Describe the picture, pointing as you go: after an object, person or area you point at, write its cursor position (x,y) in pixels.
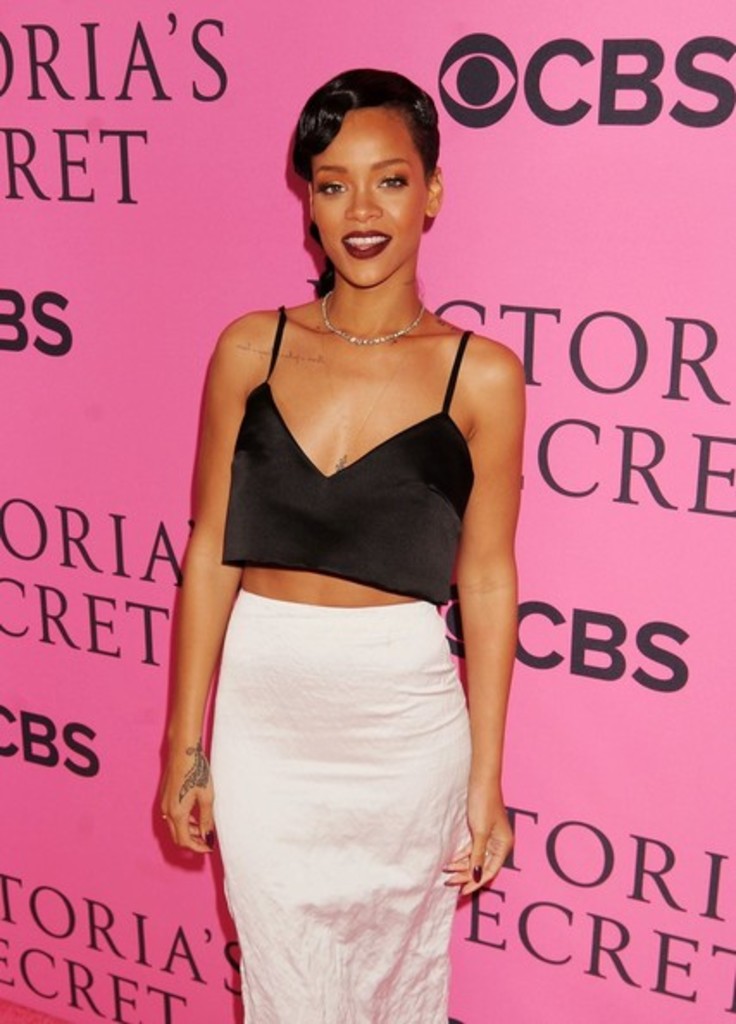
The girl (402,525) in the middle of the picture (289,437) wearing a black and white dress (444,480) is smiling. She is posing for the photo. Behind her, we see a pink color board (458,256) with some text (6,323) written on it.
